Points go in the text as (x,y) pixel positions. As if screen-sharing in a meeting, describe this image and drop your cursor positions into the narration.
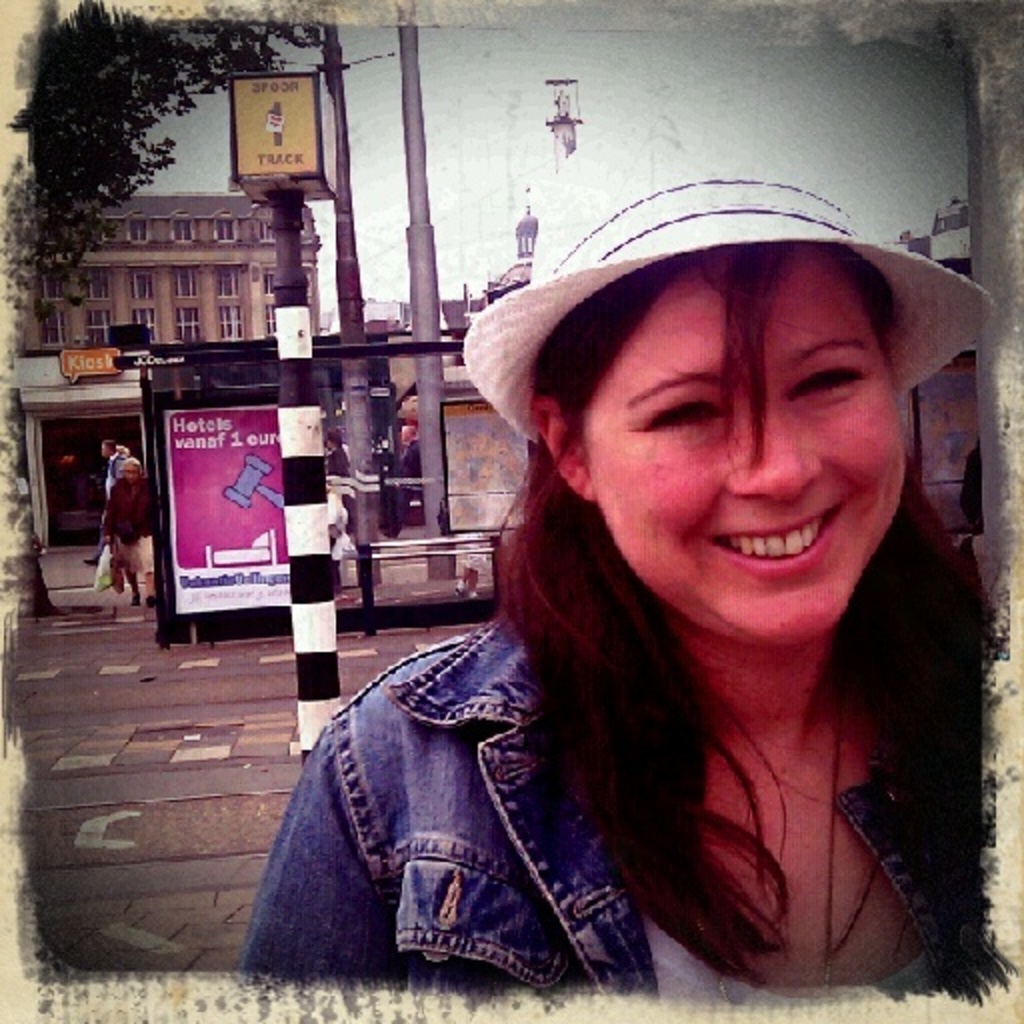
In this picture we can see a woman (895,583). There are few poles (310,511) on the path (125,722). We can see a tree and a building (102,330) in the background (115,281).
